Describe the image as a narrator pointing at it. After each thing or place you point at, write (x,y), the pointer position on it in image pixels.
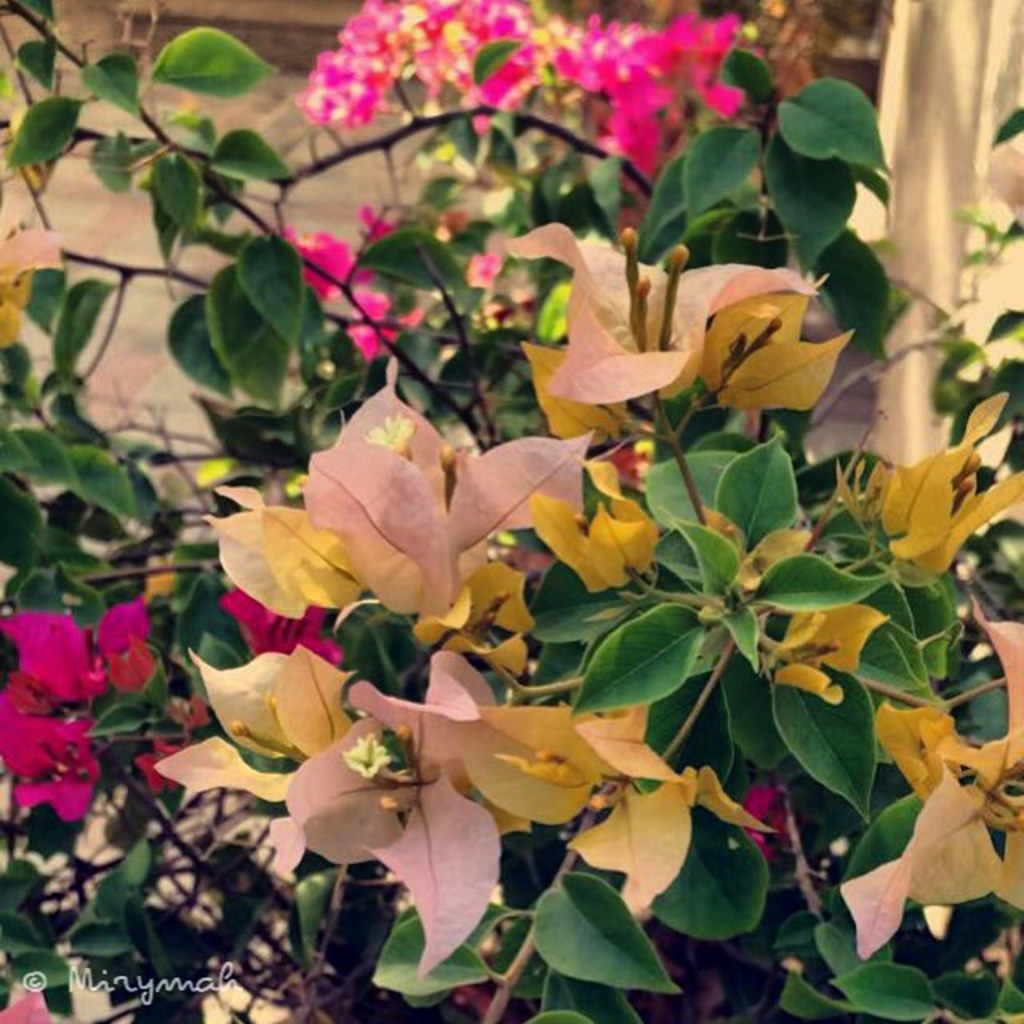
In this image we can see plant (531,450) and pink color flowers (638,381) are there.
